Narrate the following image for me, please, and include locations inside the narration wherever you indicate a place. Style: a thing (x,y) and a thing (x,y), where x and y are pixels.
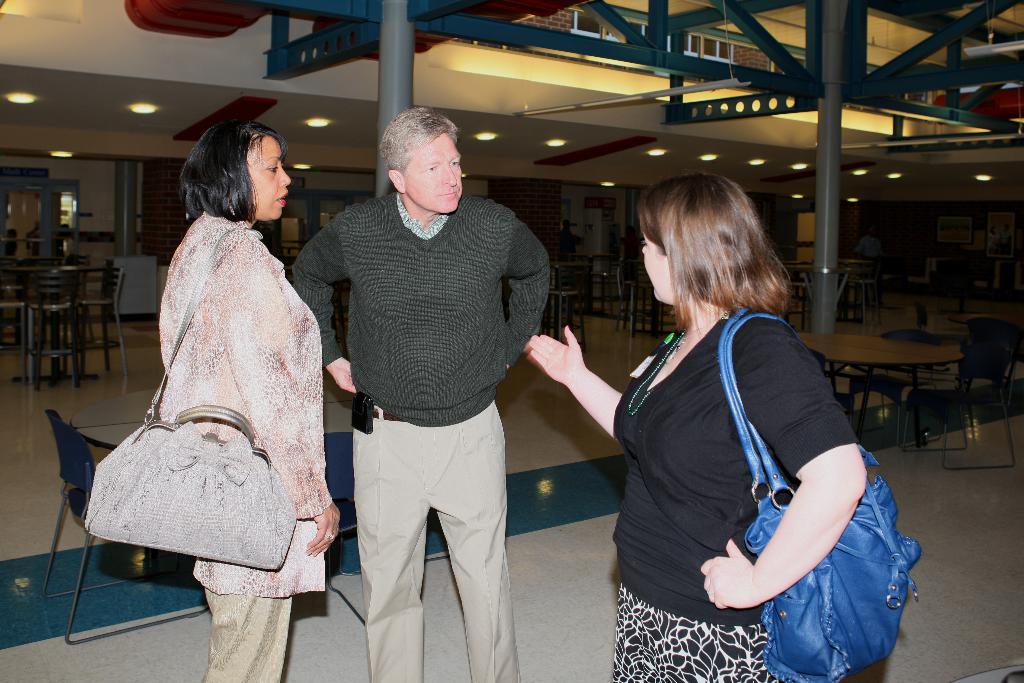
In the picture we can see two woman (245,189) and one man (393,205) standing and talking, background we can find some chairs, tables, doors (12,221), lights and poles (382,94).
